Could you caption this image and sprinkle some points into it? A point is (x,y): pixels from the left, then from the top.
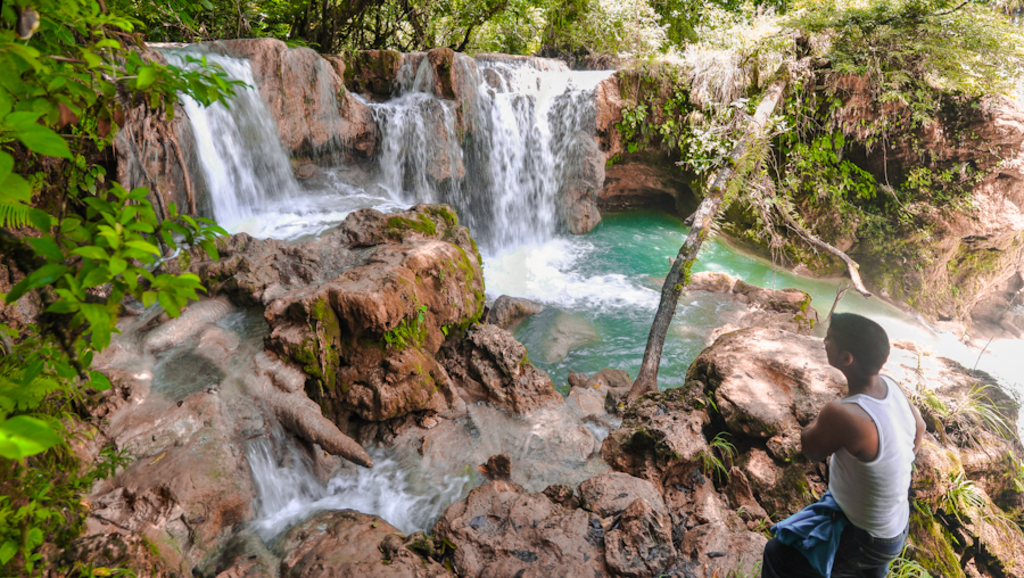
In this picture we can see trees (405,39), waterfalls (567,230) and plants (148,10). At the bottom of the image (780,562), there is a person (825,507) standing on the rock surface (791,499).
